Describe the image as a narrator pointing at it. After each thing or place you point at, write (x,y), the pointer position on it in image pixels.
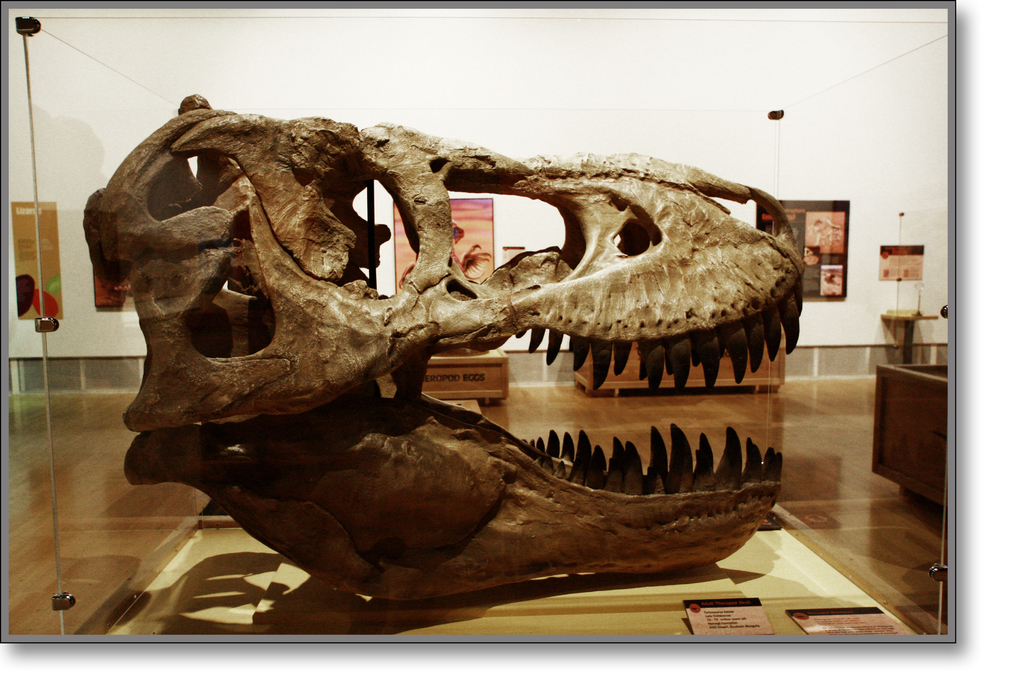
In this image I can see the dinosaur skull (547,466) in the glass box (805,358), background (847,301) I can see few frames (834,286) attached to the wall (631,76) and the wall (452,66) is in white color.
